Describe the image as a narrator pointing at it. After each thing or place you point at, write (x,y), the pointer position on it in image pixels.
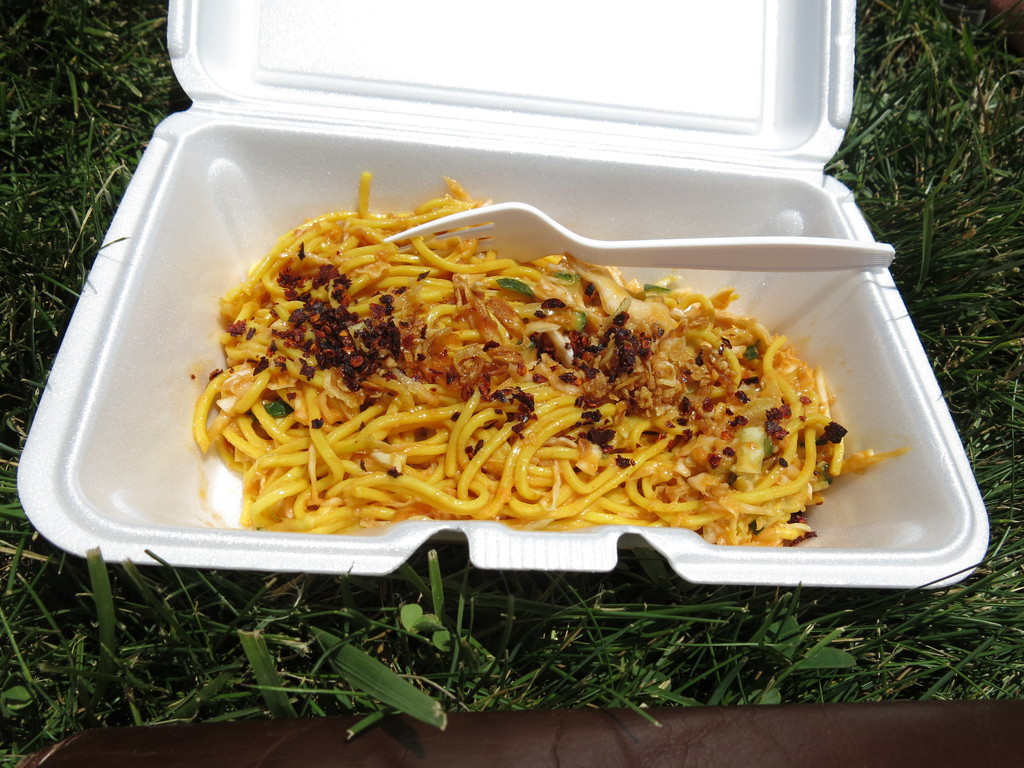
In the image there is a box (388,76) with noodles (385,281) and fork (520,257) in it on the grassland (816,618).
